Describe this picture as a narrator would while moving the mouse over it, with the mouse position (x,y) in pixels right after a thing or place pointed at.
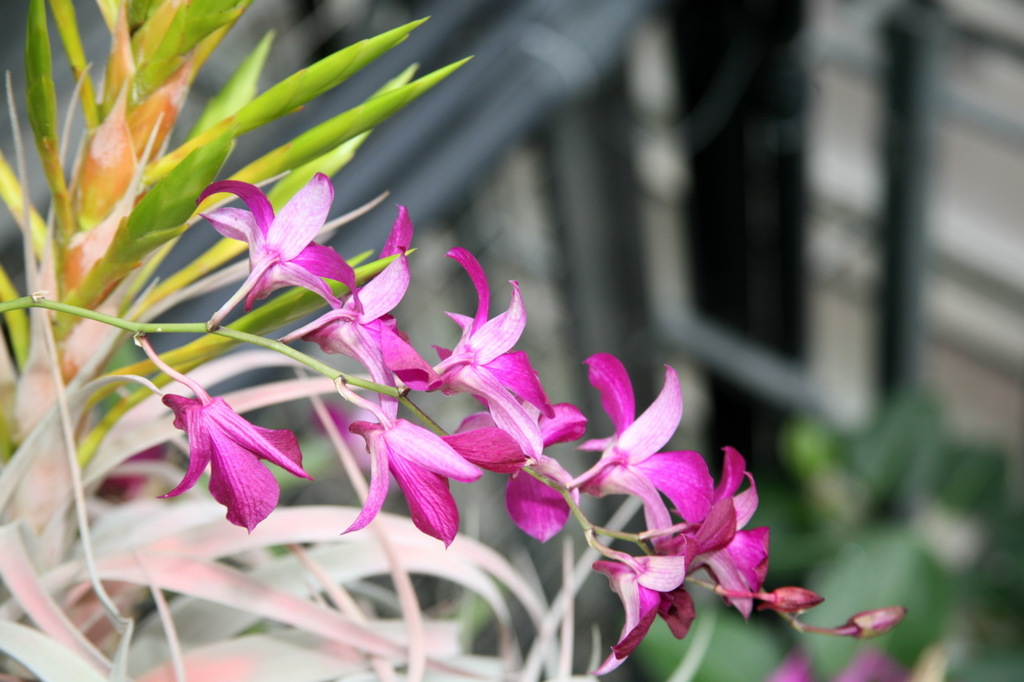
In this image we can see some flowers (500,318) to the stem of a plant (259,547).
